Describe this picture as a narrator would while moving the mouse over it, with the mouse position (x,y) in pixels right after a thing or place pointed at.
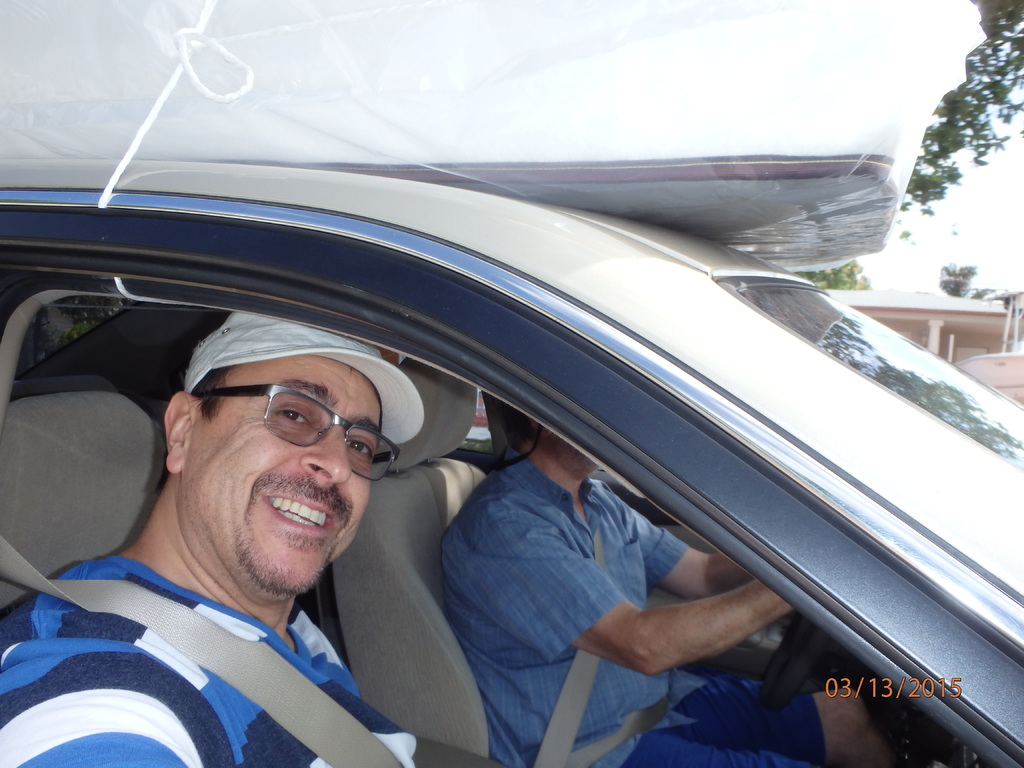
Here we can see two people (339,434) sitting in car (383,606), the guy (278,741) in the front (413,438) is wearing a cap (226,339) and he is laughing and there is something at the top of the car (908,558) at the right side (978,105) we can see trees (950,125).
